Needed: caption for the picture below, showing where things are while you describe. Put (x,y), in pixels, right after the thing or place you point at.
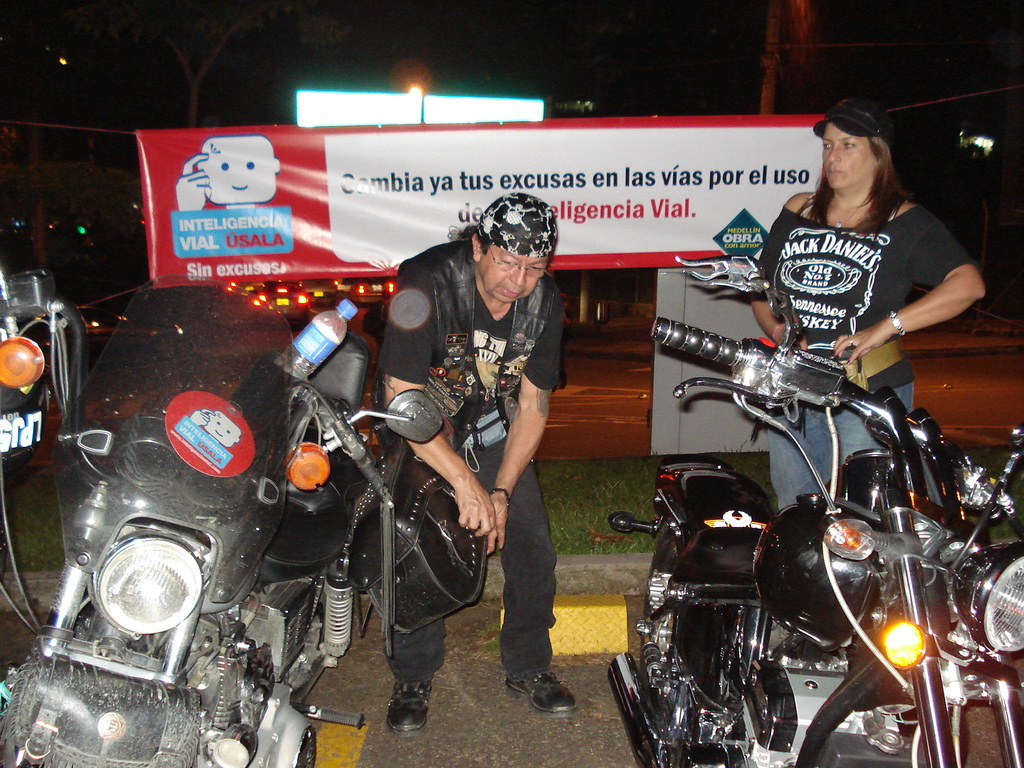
In this image we can see a man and a woman (796,277) standing on the road (602,699). We can also see some motorbikes (889,655) parked aside, a bottle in a bike (292,606) and some grass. On the backside (345,261) we can see a banner (168,262) with the picture (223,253) and some text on it, some lights (363,288), vehicles (376,288) on the road (576,324) and a pole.
